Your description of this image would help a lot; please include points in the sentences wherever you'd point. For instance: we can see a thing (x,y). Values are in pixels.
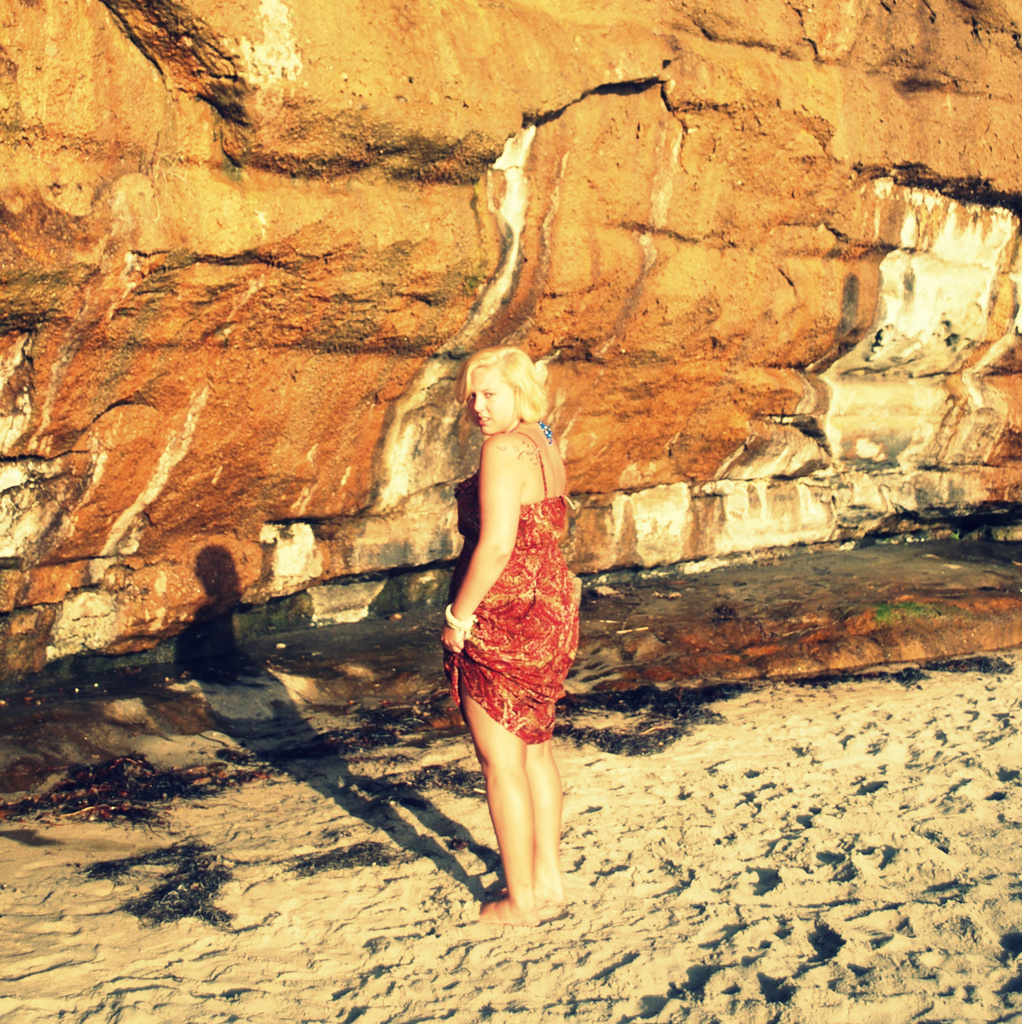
In this image we can see a woman (543,711) standing on the sand (726,896). Behind the women (545,746) there are some rocks (574,325).
